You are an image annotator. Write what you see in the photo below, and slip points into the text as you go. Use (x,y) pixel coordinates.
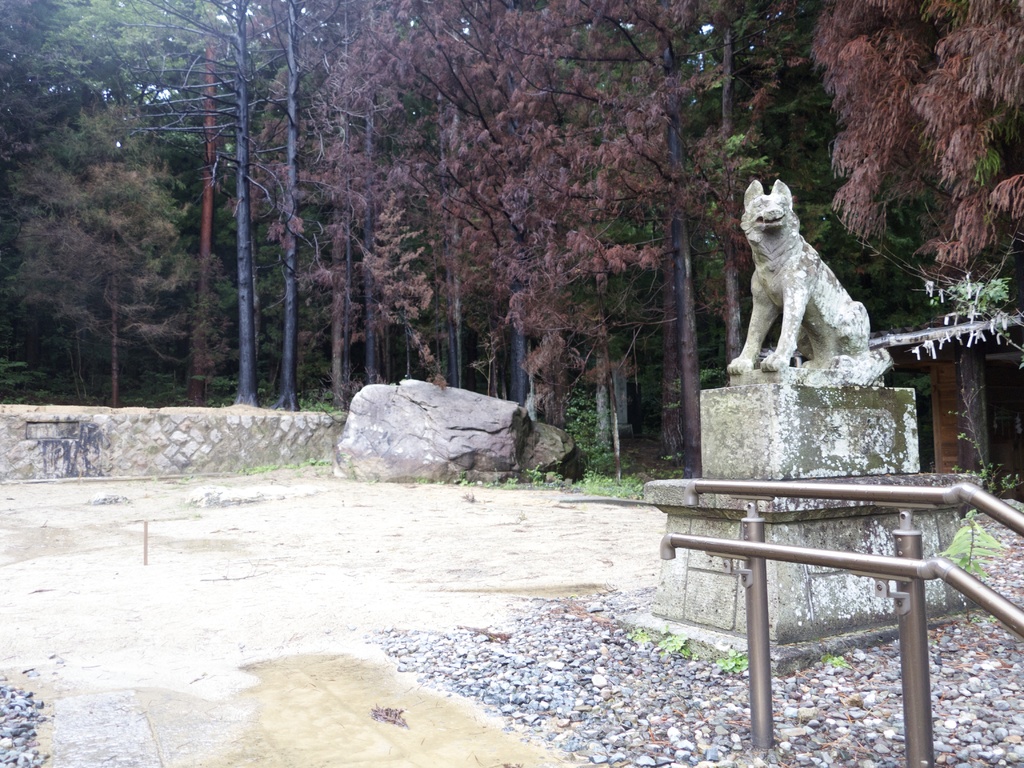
In this image we can see an animal statue (863,318). We can also see the stones (628,643), ground (420,621), rock (403,447) and also the wall (262,420). In the background (71,28) we can see many trees (904,140). On the right (937,322) we can see the roof (975,319) for shelter (1004,380). We can also see the railing (770,692).
